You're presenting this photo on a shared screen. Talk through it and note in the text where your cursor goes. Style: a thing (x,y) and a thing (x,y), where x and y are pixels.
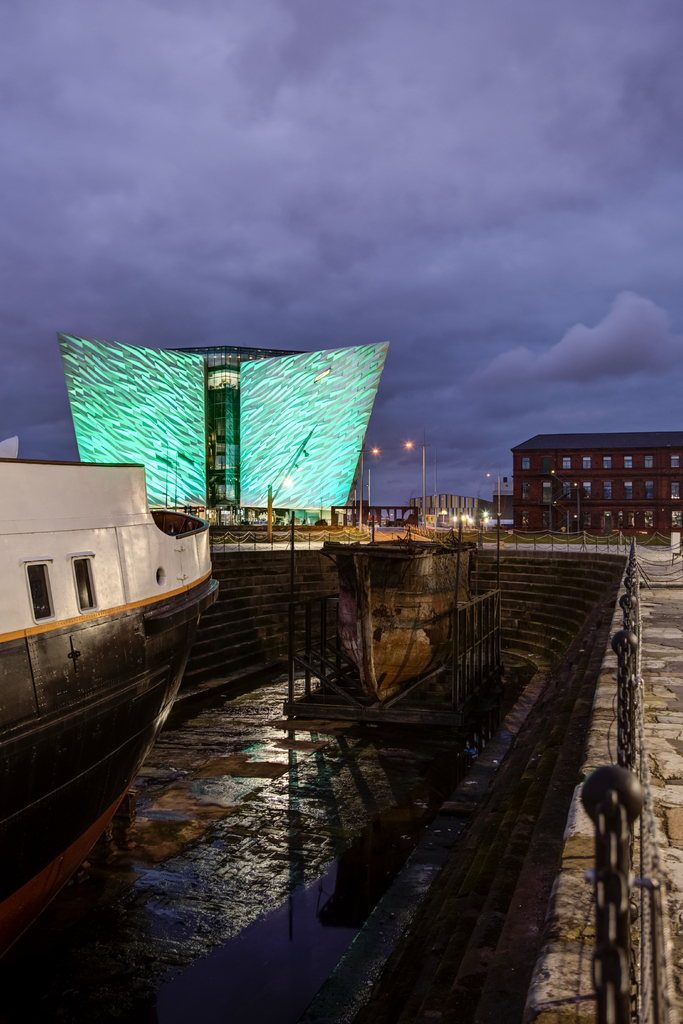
In this image we can see some boats (397,576) placed on the surface (342,737). We can also see a staircase (511,775), poles (631,811) with chains (616,855), a group of buildings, some street poles (436,503) and the sky (389,354) which looks cloudy.
